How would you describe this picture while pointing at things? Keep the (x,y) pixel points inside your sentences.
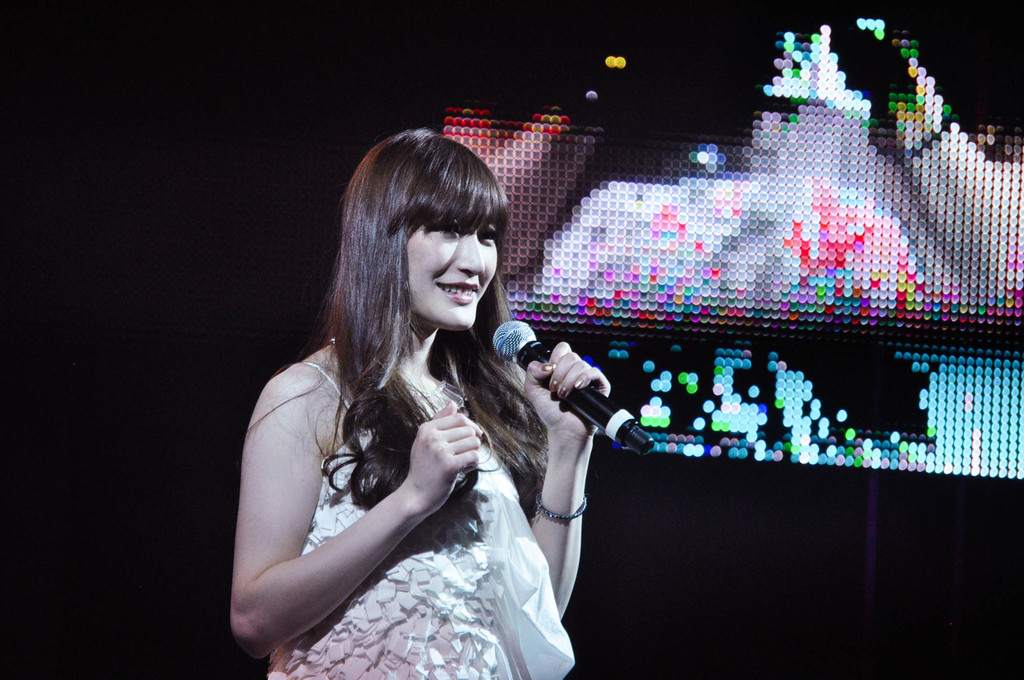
In this picture there is a woman (435,377) standing on the stage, smiling and holding a mic (525,352) in her hand (565,387). In the background (693,295) there is a screen (745,227).
